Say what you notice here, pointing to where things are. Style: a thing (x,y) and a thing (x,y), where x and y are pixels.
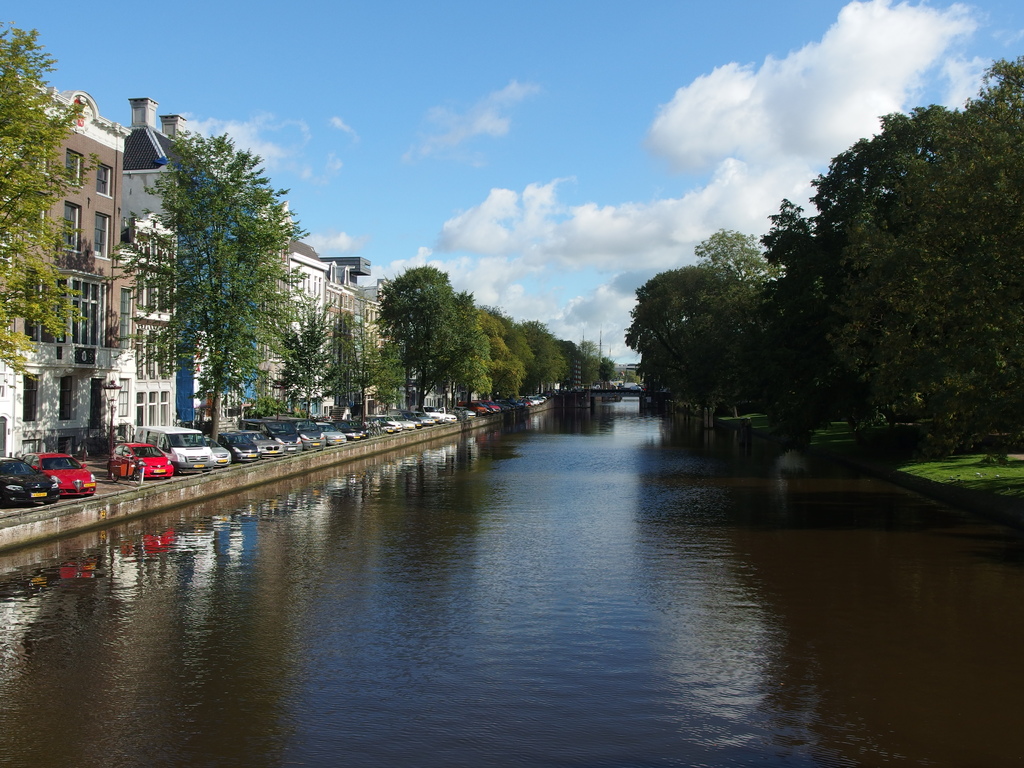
At the bottom of the picture (600,600), we see water (622,568) and this water (545,518) might be in the canal (584,482). On the right side (770,237), we see the trees (918,393) and grass (993,473). On the left side (284,312), we see the trees (473,355), buildings (92,344), poles (111,408) and vehicles (22,469) are parked on the road (105,481). At the top (487,187), we see the clouds (502,191) and the sky (516,133), which is blue in color.
